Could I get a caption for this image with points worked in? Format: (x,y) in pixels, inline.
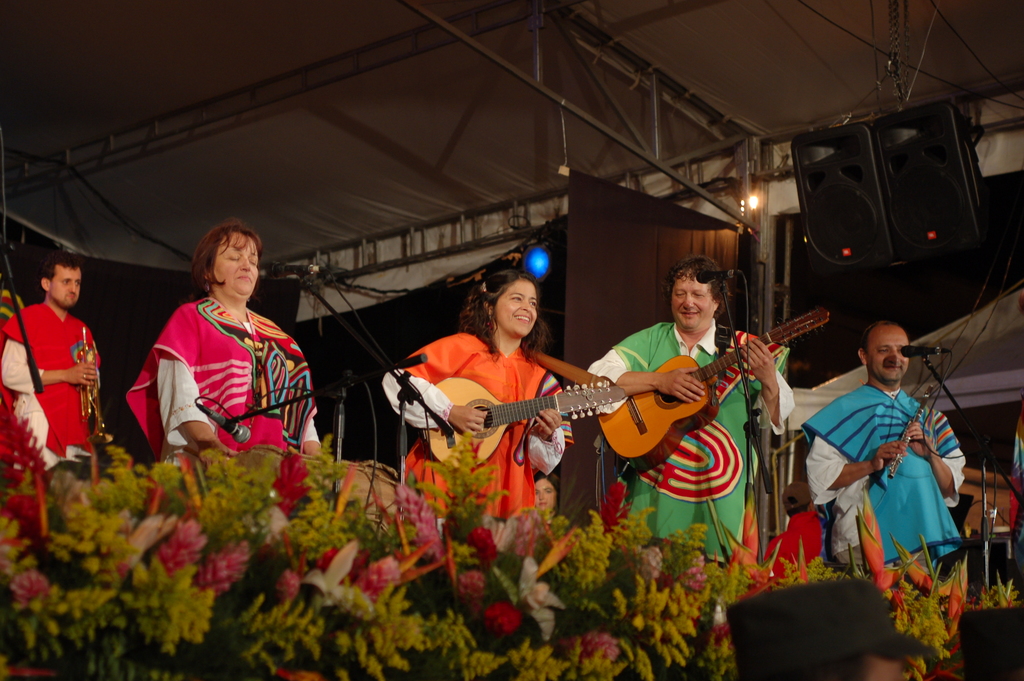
In this picture we can see some persons (637,377) are standing and playing guitar (673,407). This is the mike (232,429), and these are some flowers (383,578). On the background (527,263) there is a light (541,260). And this is the roof (541,106).
